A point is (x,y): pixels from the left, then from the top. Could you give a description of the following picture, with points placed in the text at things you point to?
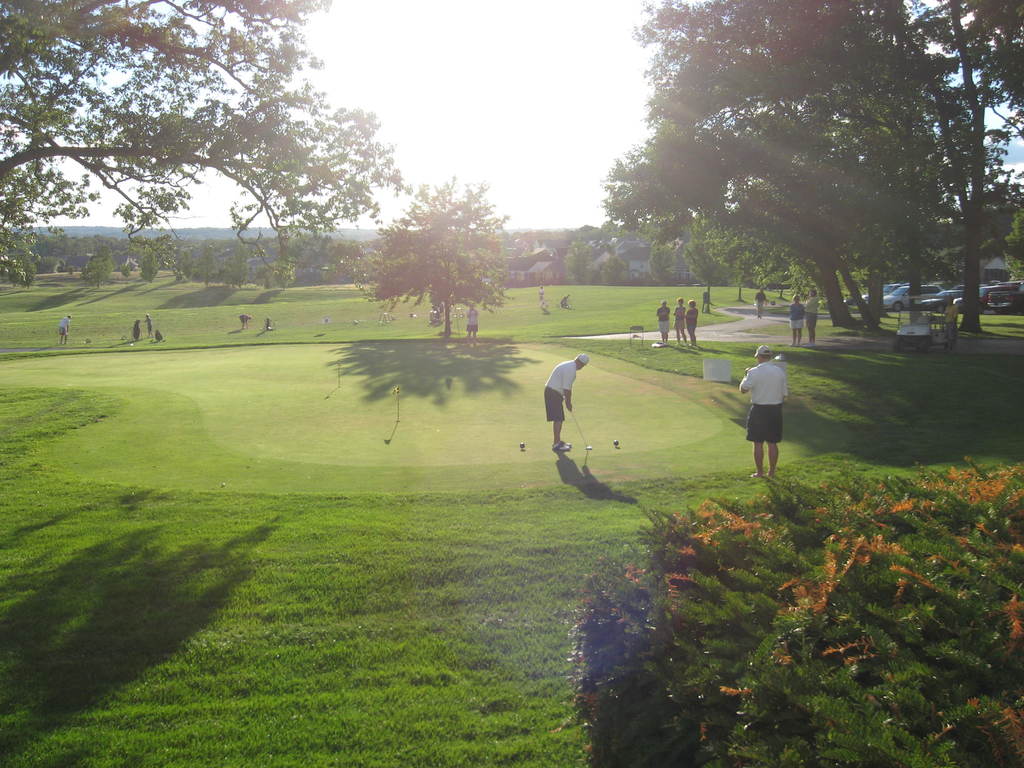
This picture was taken in the golf court (422,374). There are groups of people (62,333) standing. This man (567,446) is holding a golf bat (581,432). These are the trees (476,279) with branches (835,236) and leaves (859,90). At the bottom right side of the image (769,598), I think these are the bushes (772,700). This is the grass (507,609). I can see the cars (938,297), which are parked. In the background (647,272), I think these are the houses (635,269).
